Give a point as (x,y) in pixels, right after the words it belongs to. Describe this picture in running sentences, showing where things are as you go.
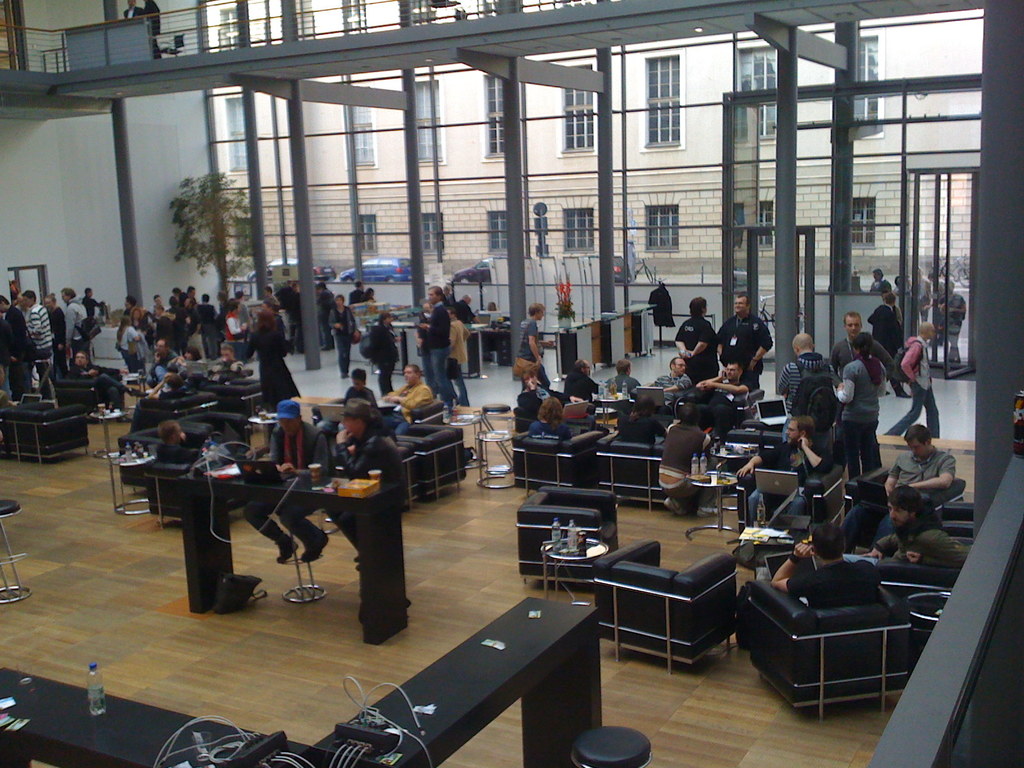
This image is taken in a building (487,50). The building (527,177) full of tables (599,626), chairs (614,573), benches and people (642,423). In the background (595,134) there is a building (663,121) with windows (661,86).
